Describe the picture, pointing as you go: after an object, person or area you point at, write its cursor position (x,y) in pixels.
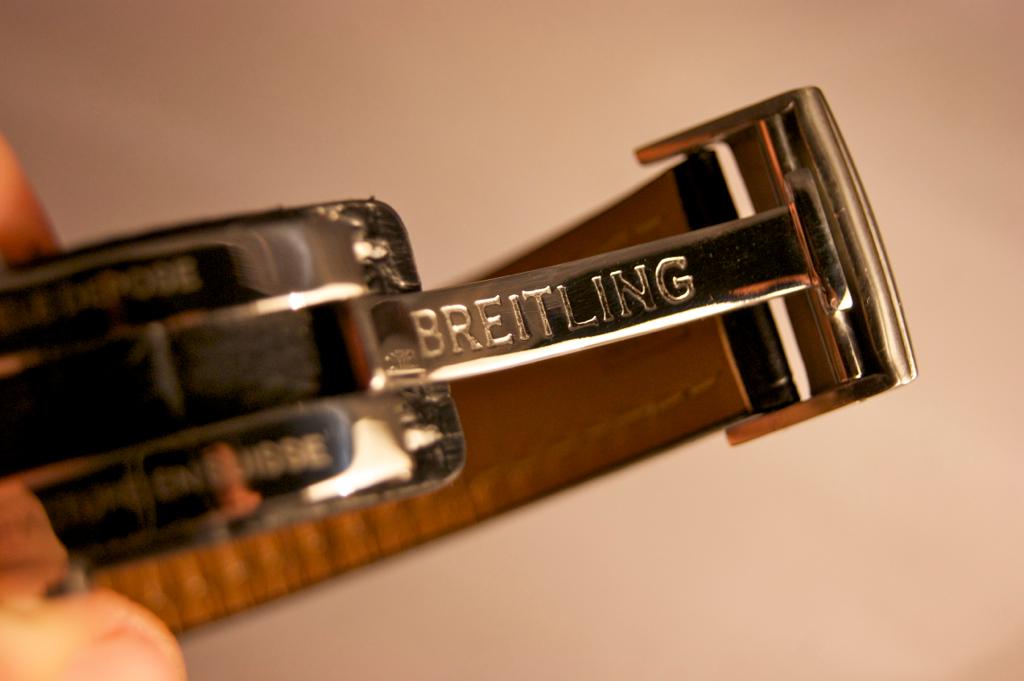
In this image we can see a belt (521,411) in the fingers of a person (35,594). In the background (216,102) the image is blur.
